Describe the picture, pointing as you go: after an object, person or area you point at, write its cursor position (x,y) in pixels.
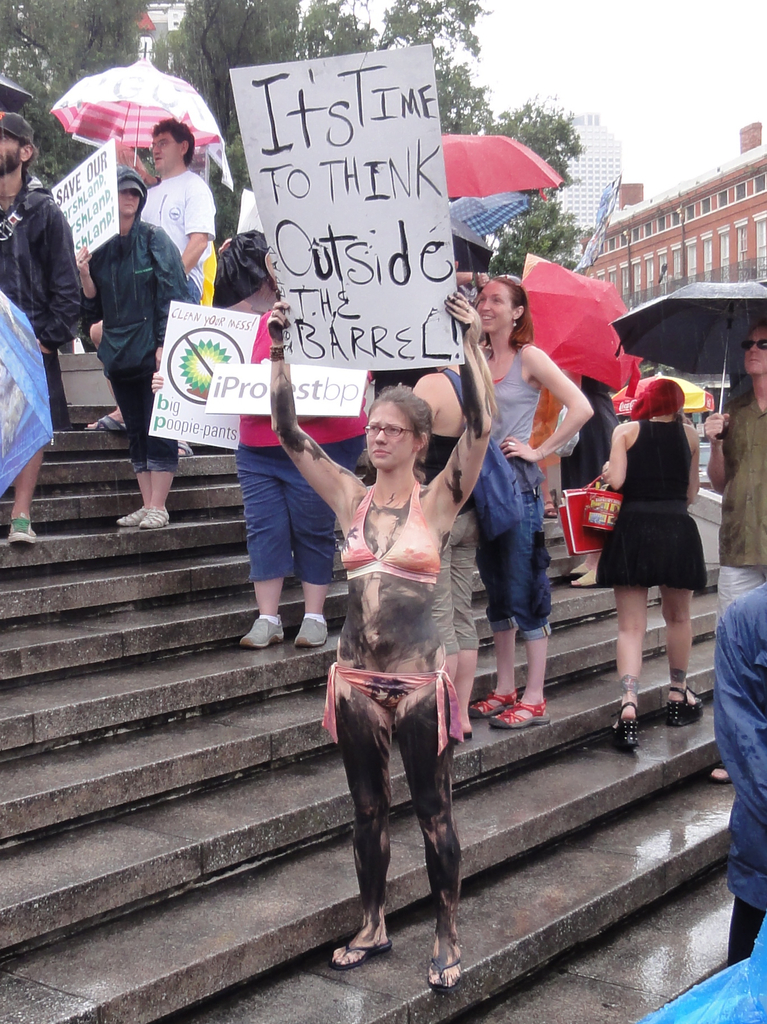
In the center of the image (310,350) there is a lady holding a placard (232,72) standing on staircase (333,919). There are many people (24,489) standing on staircase (561,983). In the background of the image (257,46) there are trees (32,62). There is a building (696,275).
